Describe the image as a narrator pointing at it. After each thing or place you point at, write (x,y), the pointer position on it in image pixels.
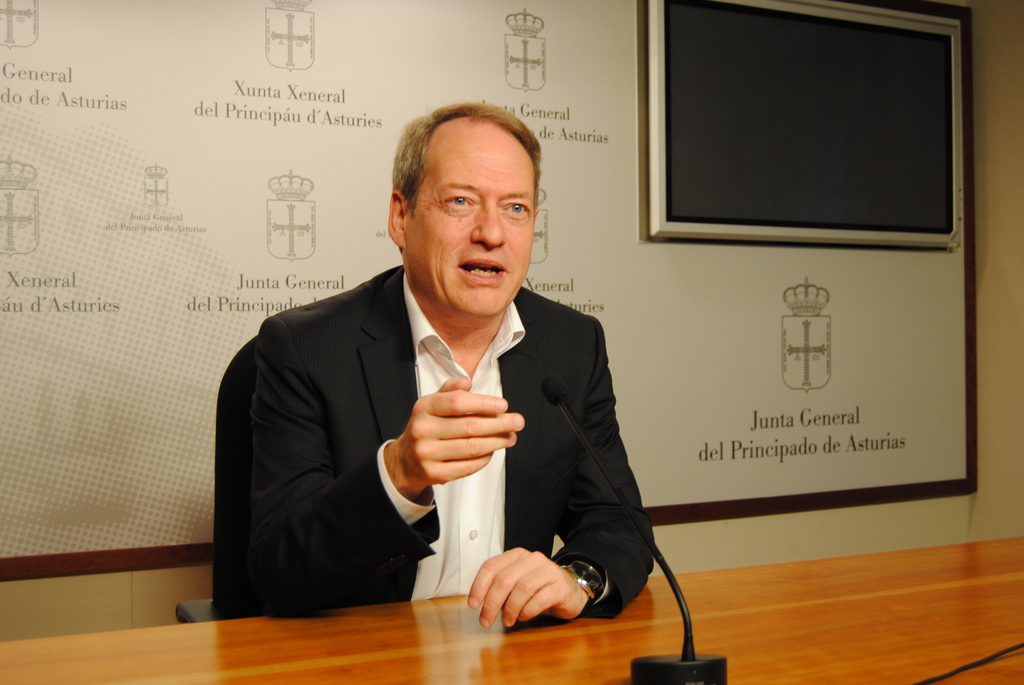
This image consists of a man (408,417), chair (215,472), table (717,598), Mike (679,603), a screen (751,210) is on the right side (796,142) top corner. Man (479,432) is wearing black colour blazer (373,493). He is sitting on a chair (229,536) in front of the table (654,575).
